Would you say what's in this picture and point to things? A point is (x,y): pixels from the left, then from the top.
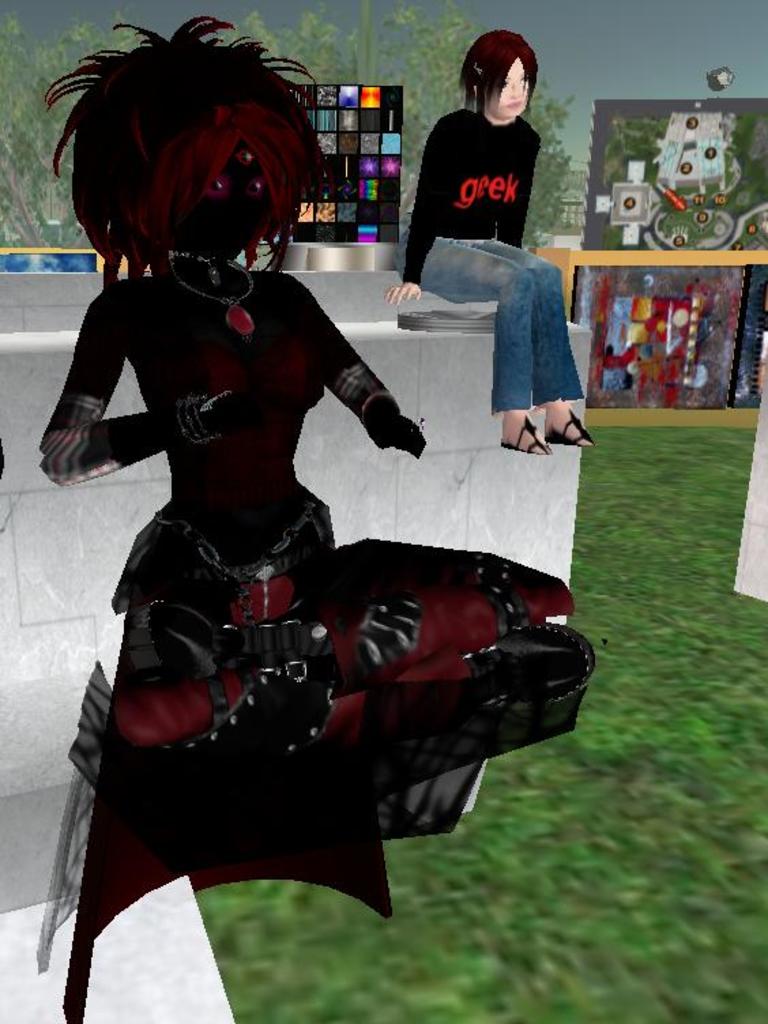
In this image I can see two cartoon people (280,258) sitting. Back I can see few boards (700,207) and trees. The floor (645,777) is in green color.
